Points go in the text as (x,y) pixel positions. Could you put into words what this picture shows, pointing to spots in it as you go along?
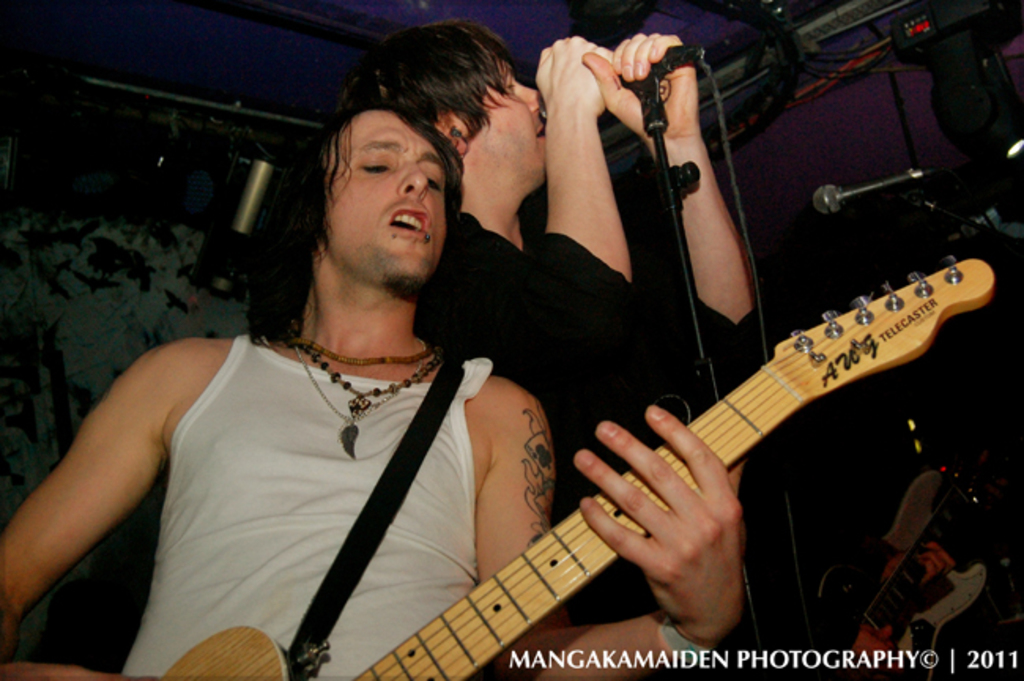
The person (296,493) wearing white is playing a guitar (506,595) and the person (552,336) wearing black is singing in front of a mike (649,117).
